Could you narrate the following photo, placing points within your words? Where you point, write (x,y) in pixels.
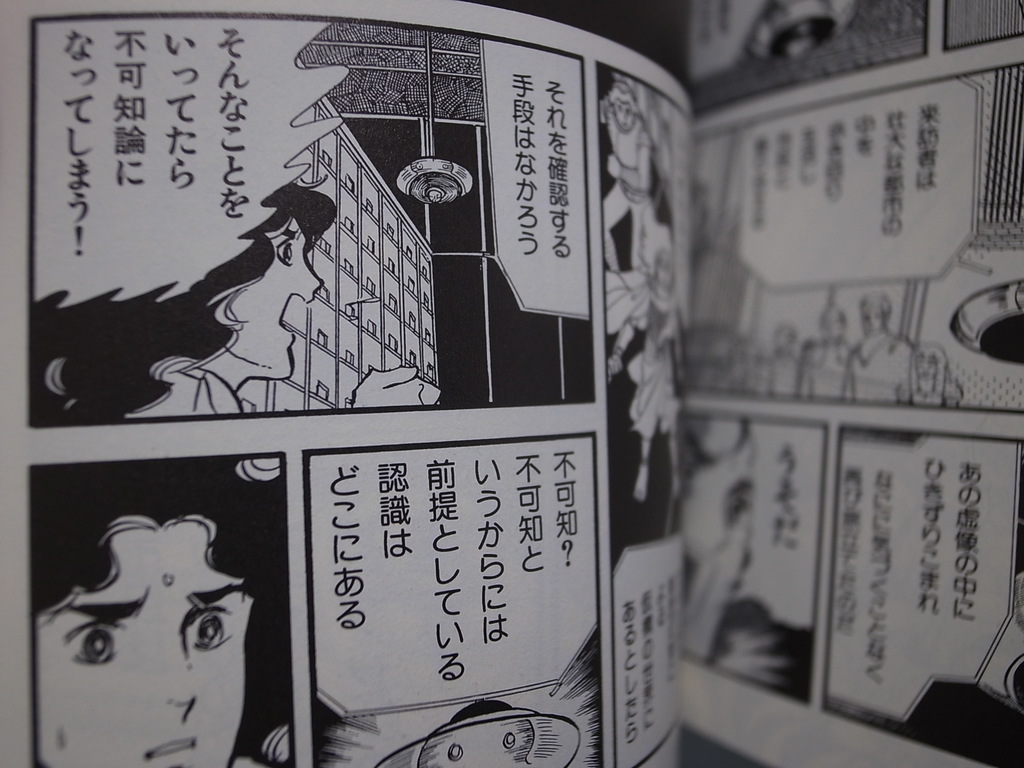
In this image we can see a black and white paper (456,686) on which we can see some pictures (183,635) and some text (493,567). This part of the image is slightly blurred, where we can see other paper (869,538).
